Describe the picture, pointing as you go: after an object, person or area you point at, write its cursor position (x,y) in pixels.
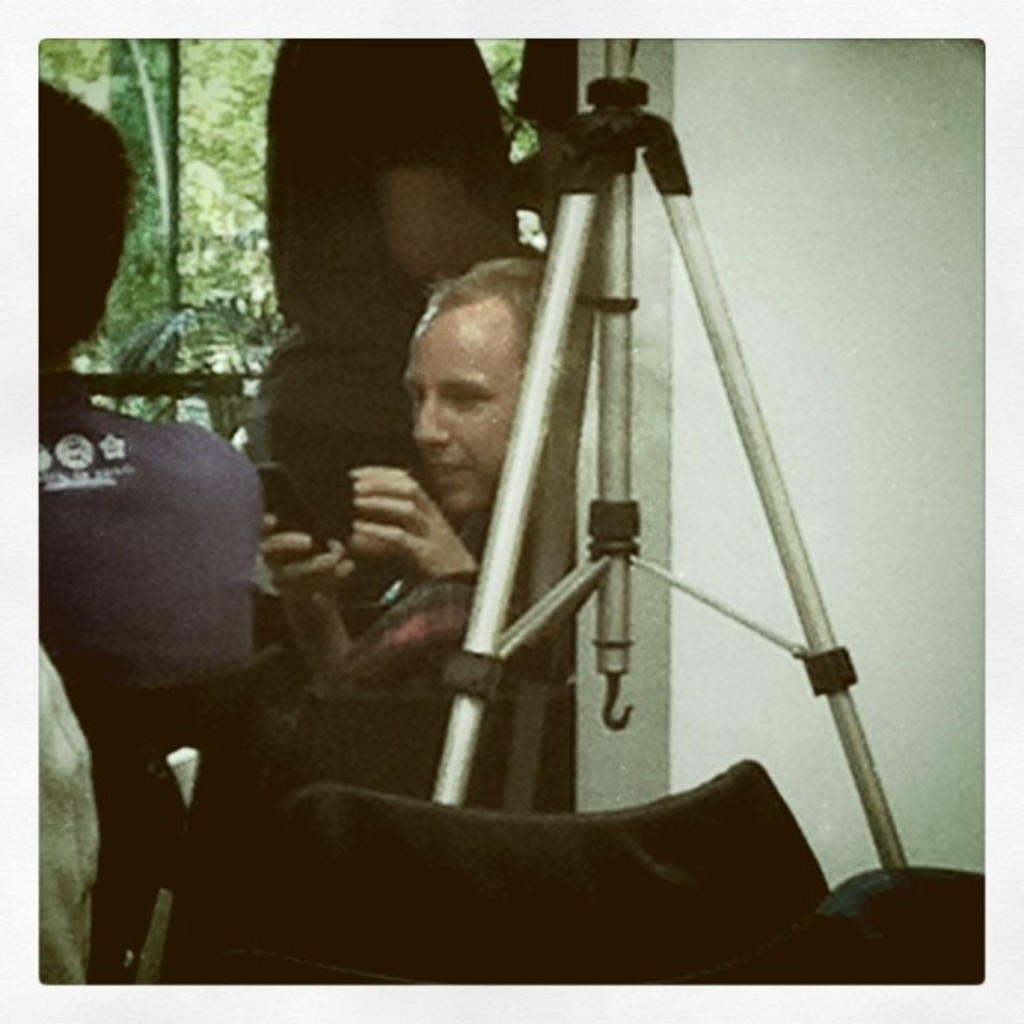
In this image we can see few people (314,598) sitting on the chairs (732,944). There are many trees (215,171) in the image. There are few objects (805,928) at the bottom of the image (635,915). There is a stand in the image.
